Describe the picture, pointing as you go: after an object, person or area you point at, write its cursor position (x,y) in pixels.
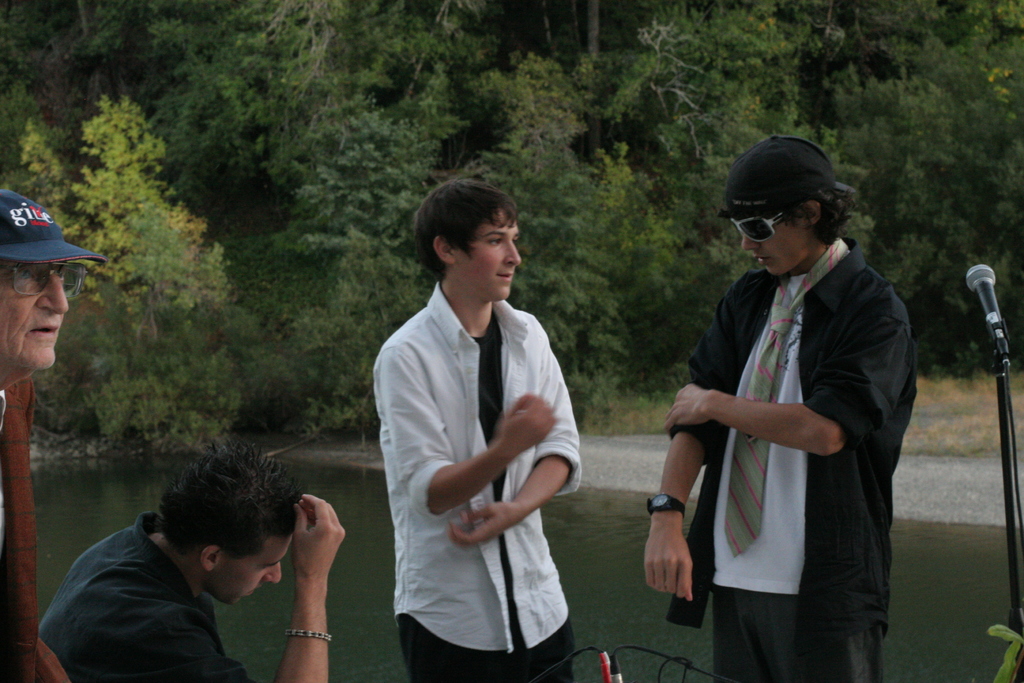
In this picture, we see three men (771,495) are standing. The man (273,542) in green T-shirt (163,600) is sitting. On the right side (1015,593), we see a microphone stand (1005,484). Behind them, we see water (289,556) and this water (298,477) might be in the lake (352,564). There are trees (859,144) in the background (639,194).
